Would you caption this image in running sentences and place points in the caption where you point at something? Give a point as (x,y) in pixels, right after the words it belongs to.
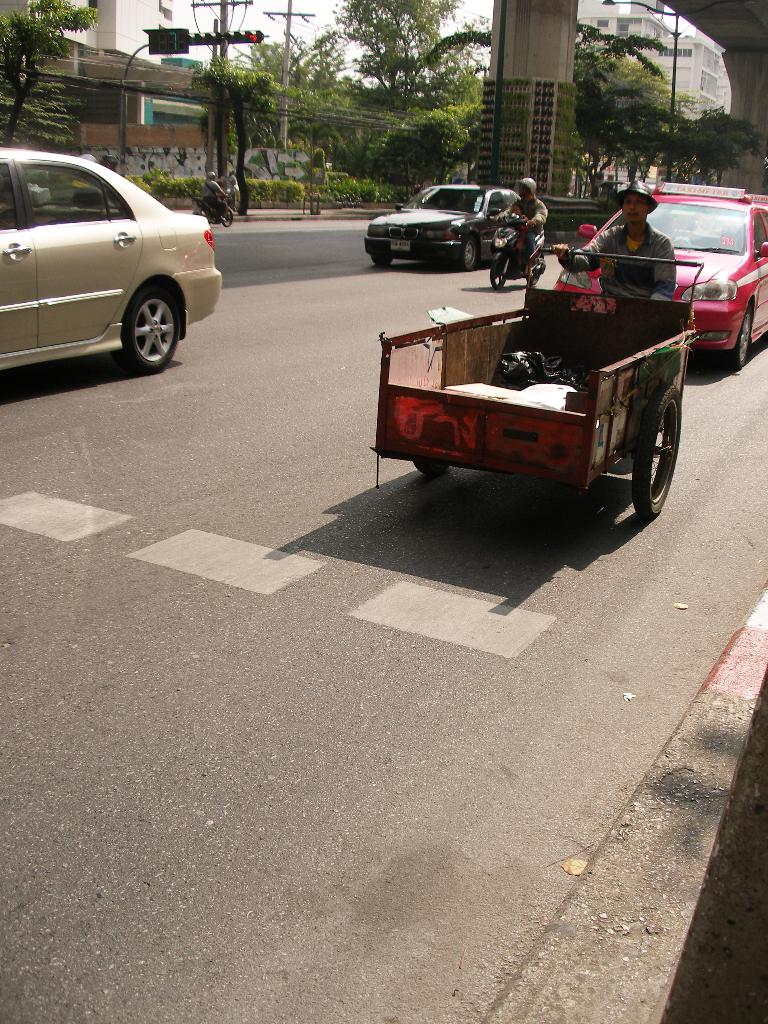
In this image there are vehicles (630,315) on the road (505,589). There are traffic lights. In the background of the image (325,198) there are plants (336,171), trees (413,164), buildings (713,54) and sky (210,10).
